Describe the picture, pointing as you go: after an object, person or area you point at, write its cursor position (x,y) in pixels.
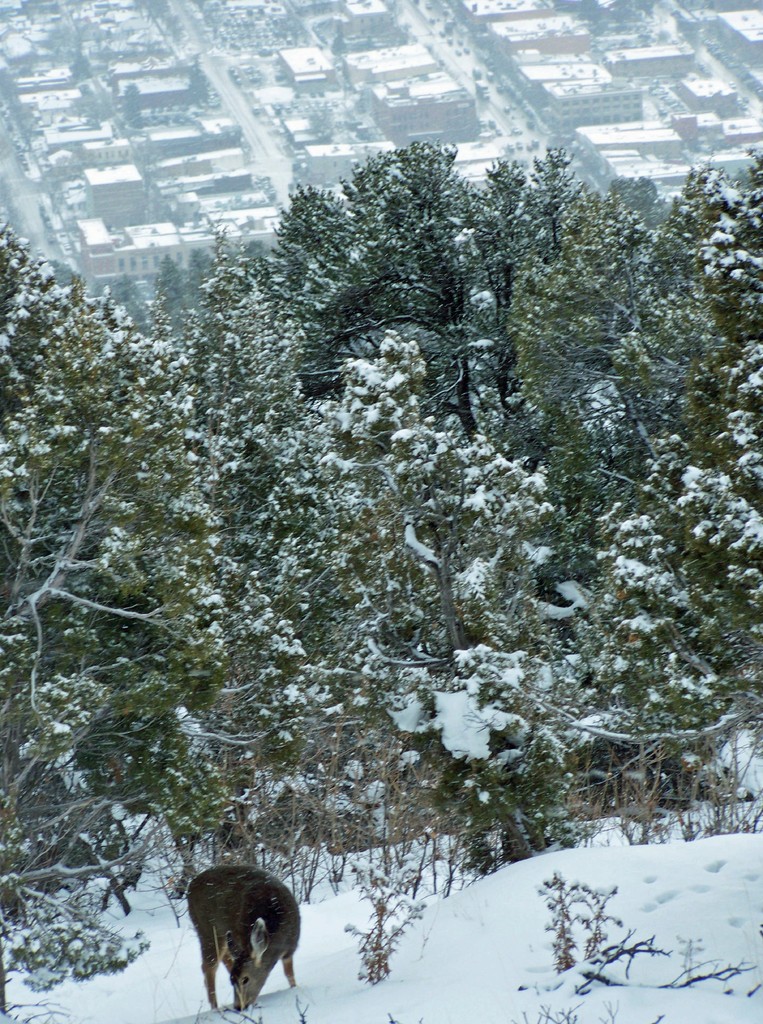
In this image I can see an animal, background (668,621) I can see few trees (286,676) covered with snow (640,573) and the trees (382,395) are in green color and I can also see few buildings (292,131).
